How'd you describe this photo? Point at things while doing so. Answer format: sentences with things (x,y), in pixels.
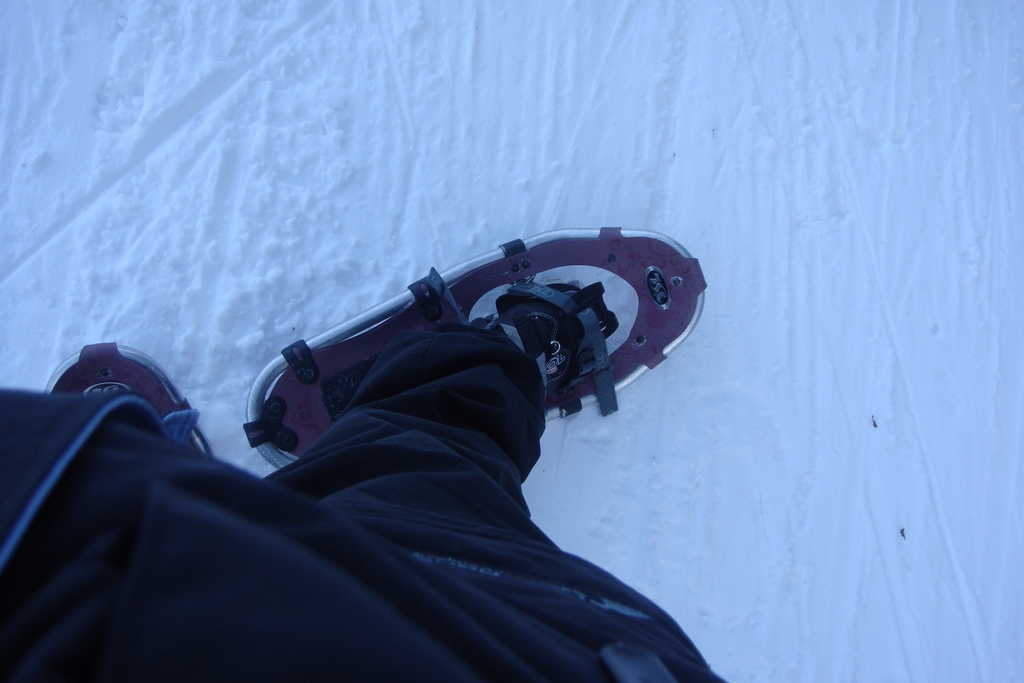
This image is clicked in snow (185,350). There is a person (368,492) in middle (424,454). He is walking in snow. He is wearing black dress (333,518).
